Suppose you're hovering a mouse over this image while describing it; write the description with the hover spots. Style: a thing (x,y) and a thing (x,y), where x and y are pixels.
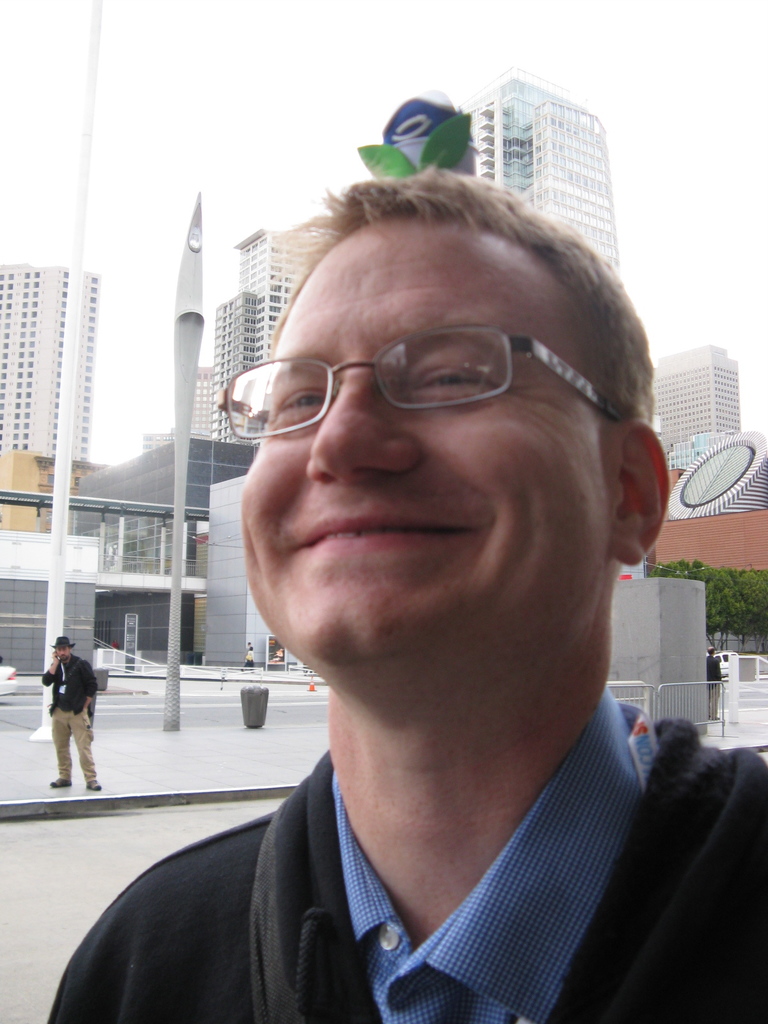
In this image there is a person (344,548) with a smile on his face (366,485), behind the person (272,354) there are buildings (48,381) and trees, in front of the buildings (114,588) there is another person (76,723) standing.
